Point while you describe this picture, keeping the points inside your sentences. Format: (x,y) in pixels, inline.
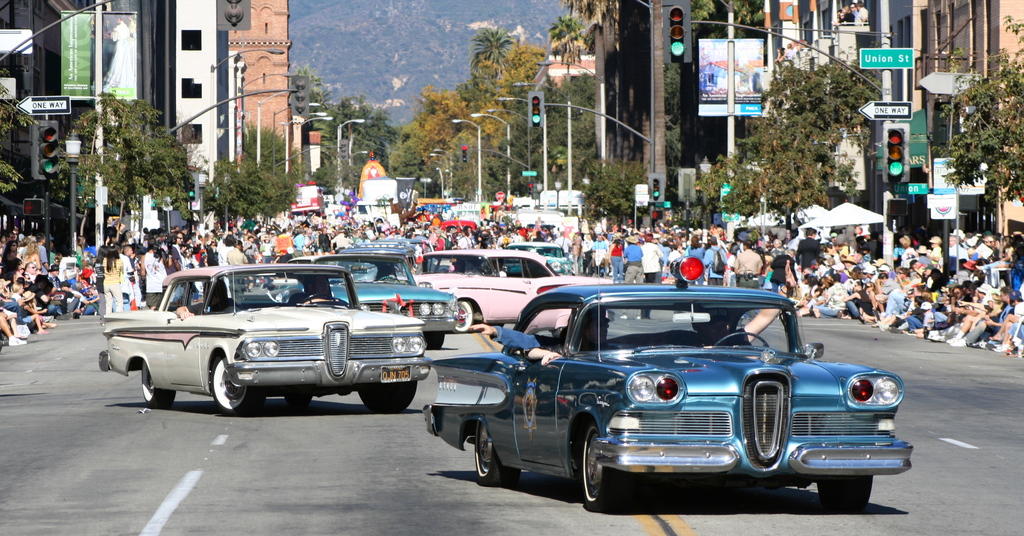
In this picture we can see buildings (835,55), boards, lights (79,143), trees (112,151), objects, traffic lights (688,59) and people (961,295). We can see few people (793,276) are standing and few people (14,305) are sitting. We can see vehicles (251,275) on the road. In the background (563,189) we can see a hill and the thicket (600,102).
